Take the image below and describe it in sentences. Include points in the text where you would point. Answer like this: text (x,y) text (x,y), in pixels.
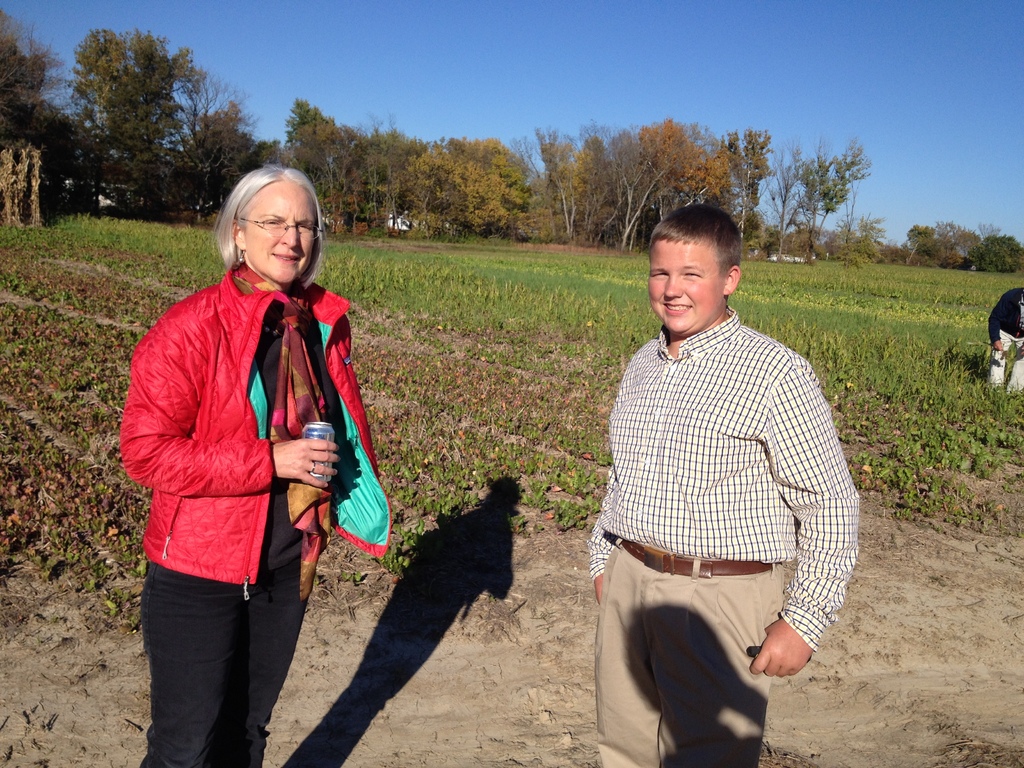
In this image we can see a man (703,345) and a woman (213,436) standing on the ground (368,705). In that a woman (352,516) is holding a tin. On the backside (830,280) we can see a person (1019,369) standing, some plants (979,343), a group of trees (681,158) and the sky (743,128).
